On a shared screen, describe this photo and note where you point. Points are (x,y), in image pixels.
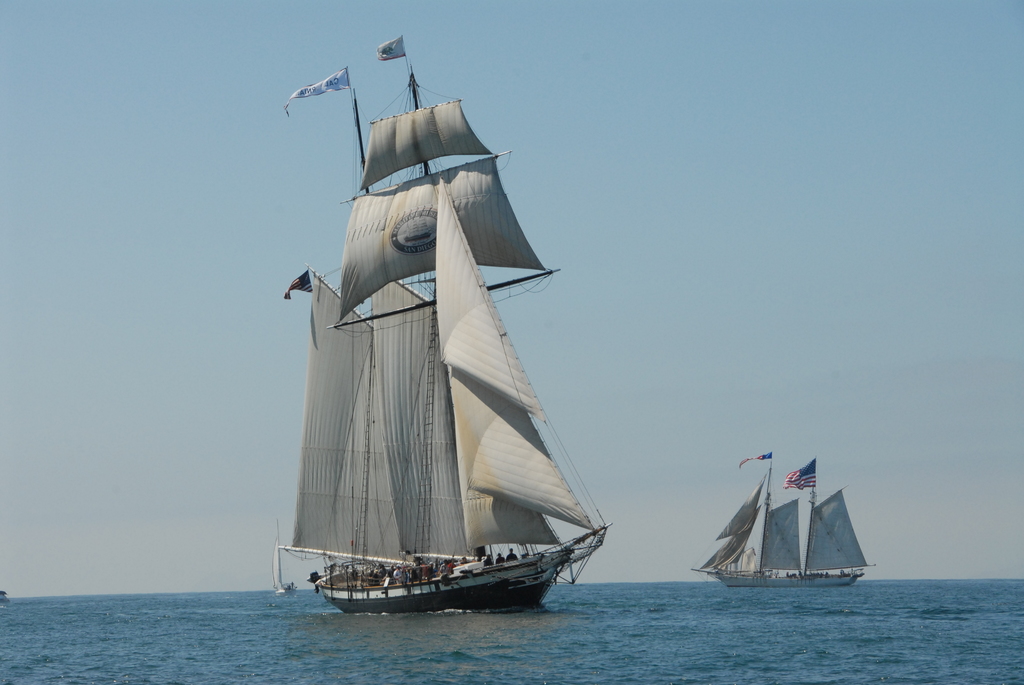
In this image there are ships (362,591) in the water (603,585), in the ships (466,591) there are a few people (383,567) and some other objects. At the top of the ships (425,591) there are flags (346,70).
